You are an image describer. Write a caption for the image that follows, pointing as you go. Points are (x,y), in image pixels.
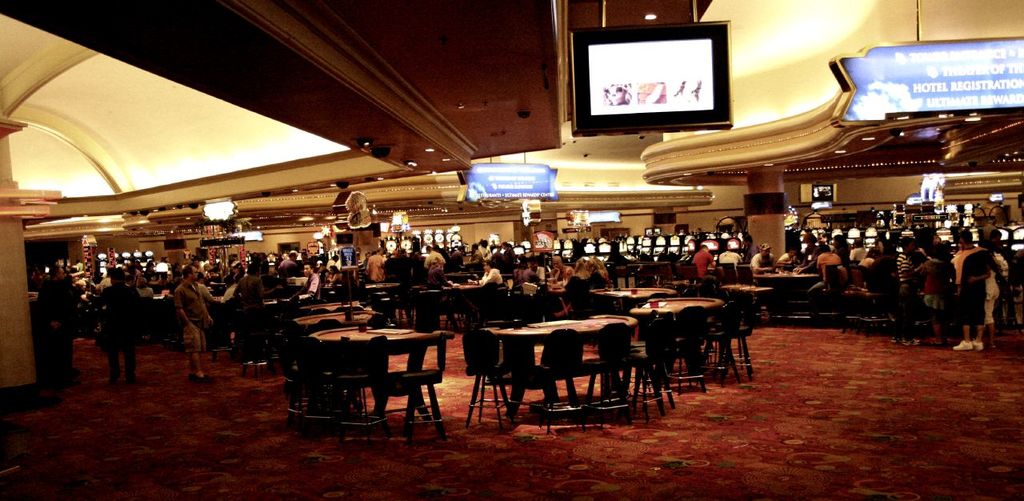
In this picture I can see there are few tables (790,275), chairs (857,324) and there are a few people (904,259) standing in the backdrop (128,285), there are few banners (481,168), televisions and there are few lights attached to the ceiling (459,141).
